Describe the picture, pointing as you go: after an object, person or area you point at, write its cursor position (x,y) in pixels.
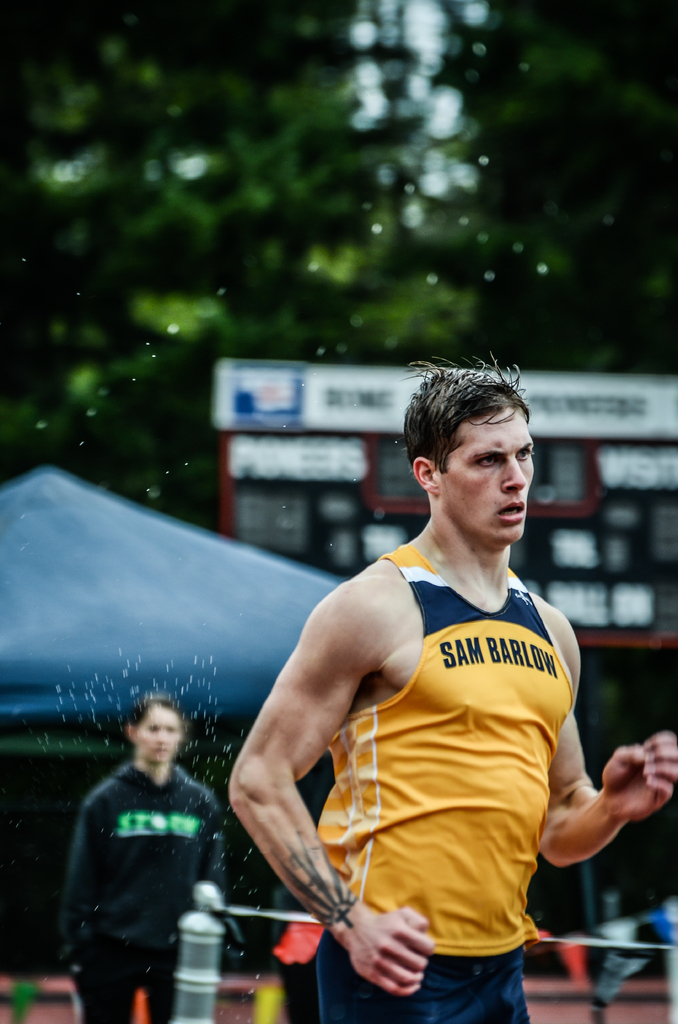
In the foreground (437,905) I can see a person (406,571) is running on the ground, fence (241,909), ribbons (254,909) and two persons (210,855). In the background (274,651) I can see a tent (245,657), boards (318,446), lights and trees (381,300). This image is taken may be on the ground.
